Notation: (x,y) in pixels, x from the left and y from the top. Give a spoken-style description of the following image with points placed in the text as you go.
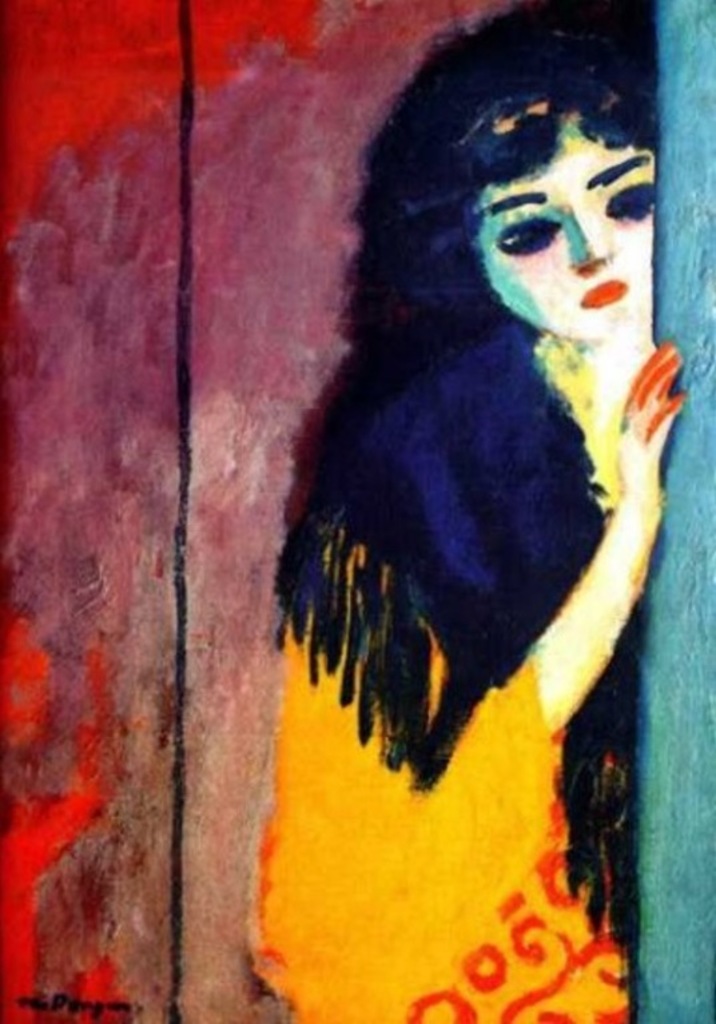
This is the painting image in which there is a woman (487,517) standing.
